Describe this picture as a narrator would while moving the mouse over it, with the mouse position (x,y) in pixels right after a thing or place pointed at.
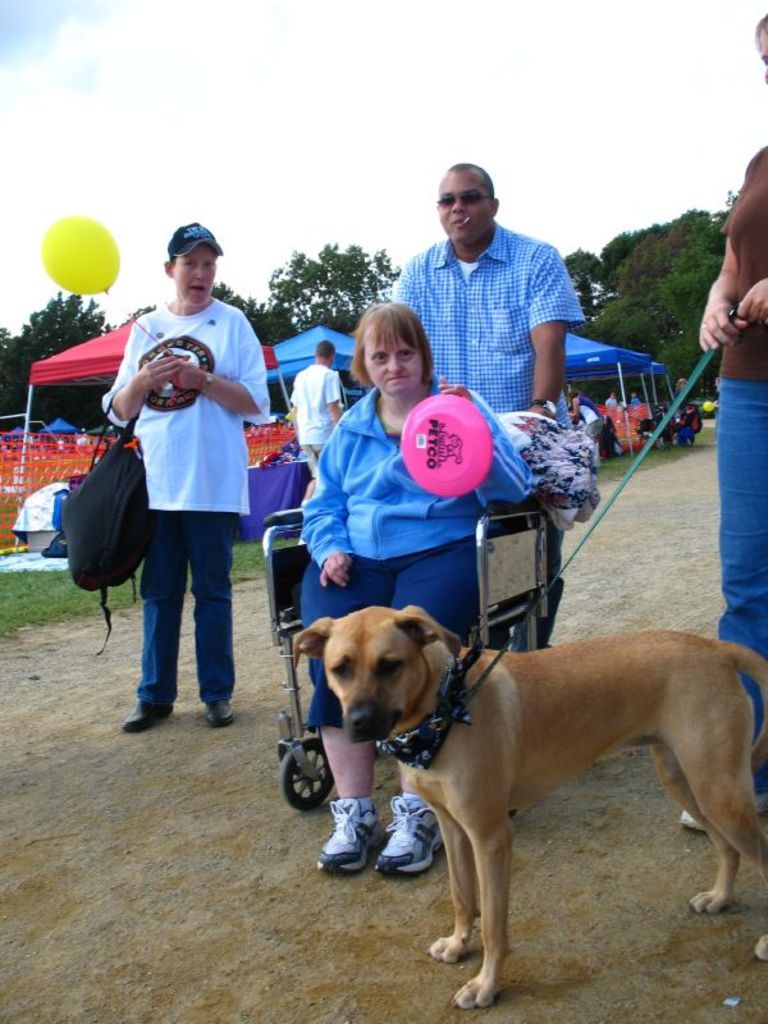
In this image there are group of persons (399,435) at the middle of the image (425,518) there is a woman (437,530) wearing blue color dress (450,528) sitting on the wheel chair (515,549) at the bottom of the image (717,707) there is a dog (467,794) which has a leash (651,447) and at the left side of the image (199,445) there is a person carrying backpack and yellow color balloon (78,260).
